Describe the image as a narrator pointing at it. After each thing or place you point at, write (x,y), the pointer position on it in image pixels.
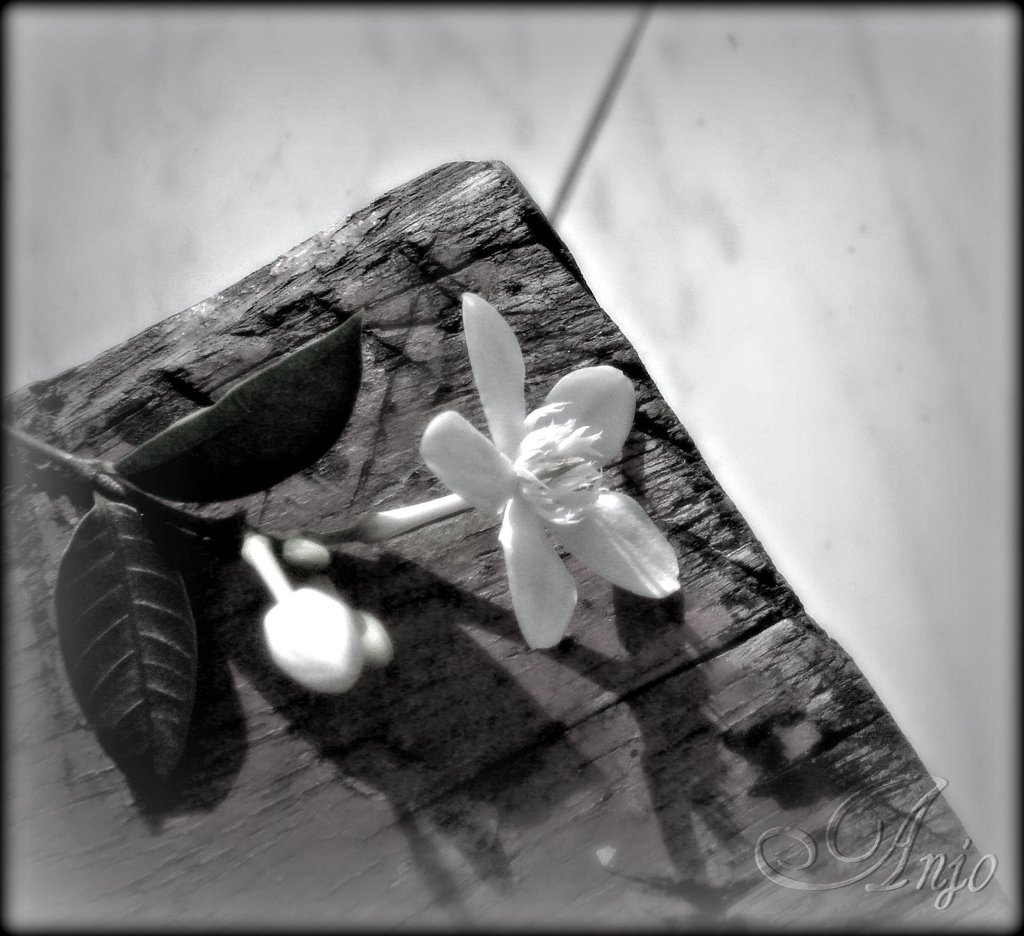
In this picture there is a black and white photograph of the small white flower (536,582), placed on the wooden rafter (309,837). Behind there is a blur background (284,188).
